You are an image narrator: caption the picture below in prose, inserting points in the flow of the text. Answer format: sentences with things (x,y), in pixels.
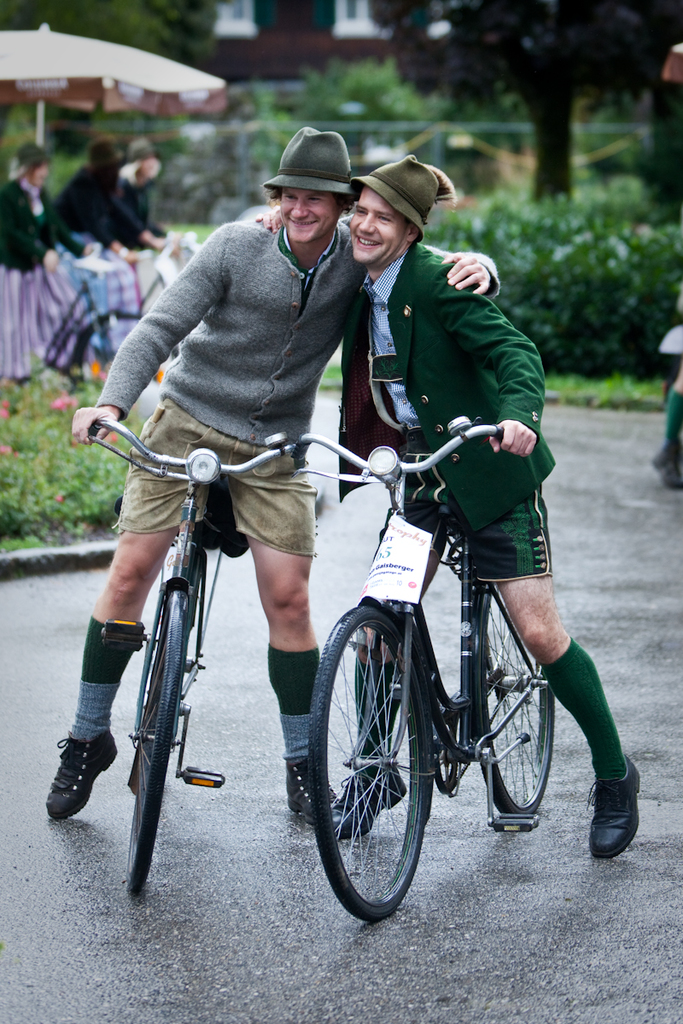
In this picture we can see two persons (311,244) on the bicycles (386,677). This is road (339,923). There are some plants (35,514). Here we can see some persons (136,257). This is umbrella (115,79) and there is a tree (594,58). Here we can see a building (301,56).
